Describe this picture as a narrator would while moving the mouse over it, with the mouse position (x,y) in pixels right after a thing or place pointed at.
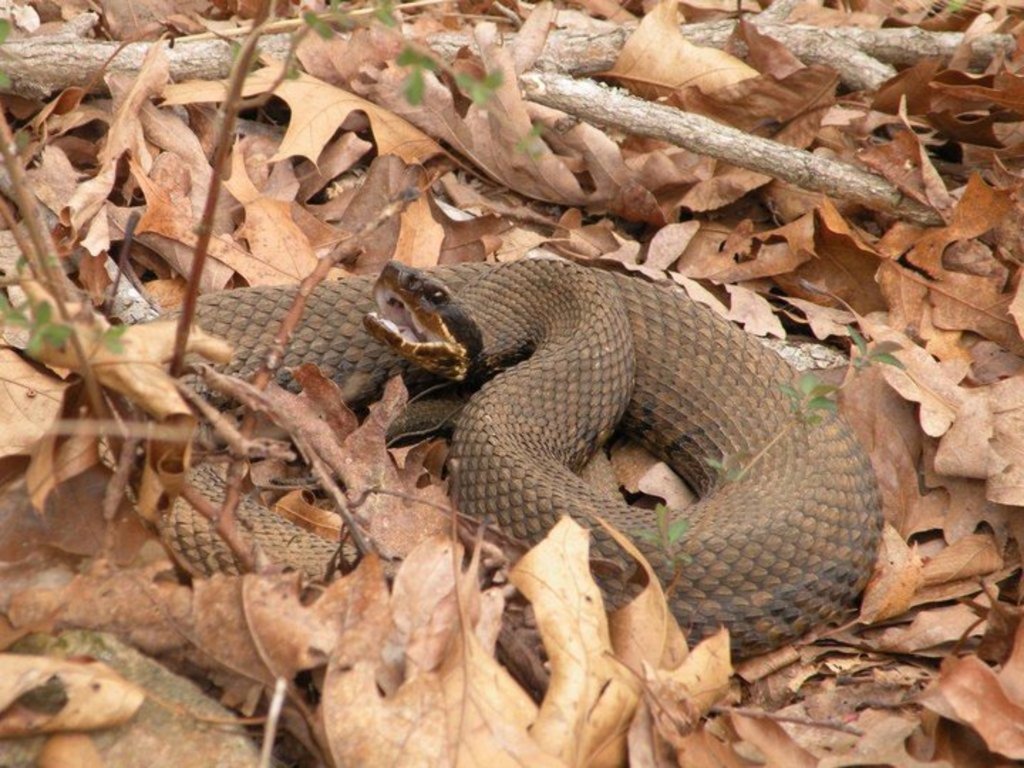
In this picture there is a snake (661,432) and there are few dried leaves (643,463) around it.
